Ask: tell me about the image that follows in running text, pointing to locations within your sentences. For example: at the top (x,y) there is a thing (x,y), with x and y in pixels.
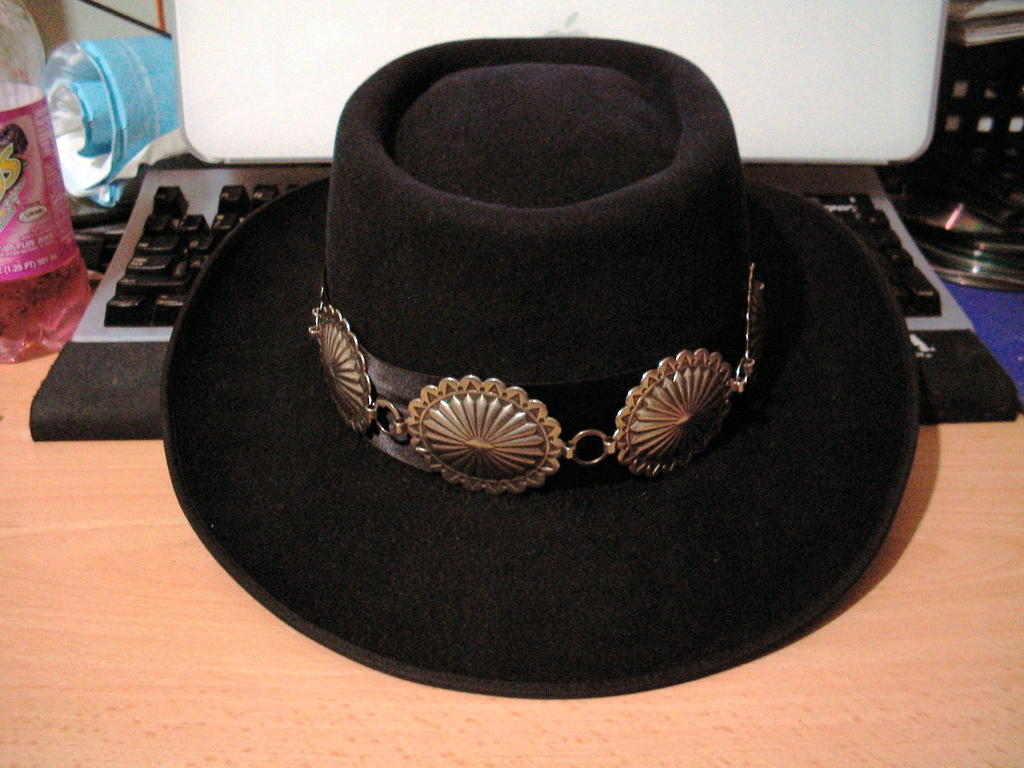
In this image I can see a hat (418,304). In the background (207,197) there is a keyboard (195,193).
